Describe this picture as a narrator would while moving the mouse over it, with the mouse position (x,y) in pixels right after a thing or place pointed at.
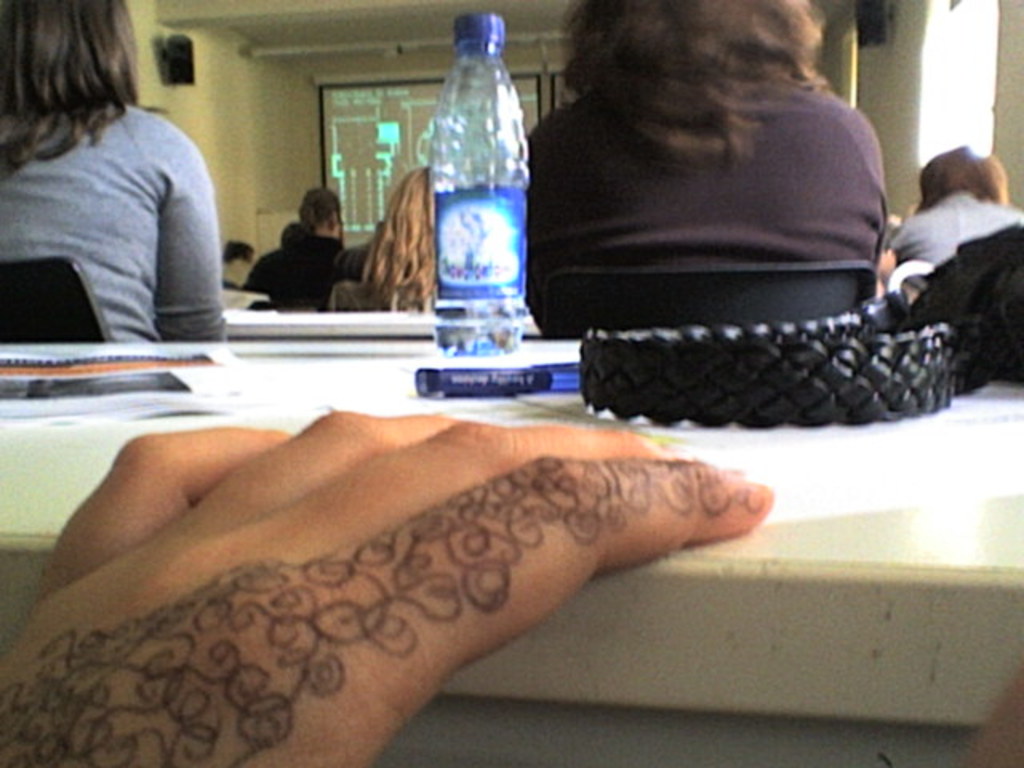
In this image i can see a human hand (329,496), a bottle (456,159), pen (525,376), belt (753,369) on a table (828,531) at the back ground (410,250) i can see few persons (379,290) sitting, a projector (390,149) and a wall (223,87).
